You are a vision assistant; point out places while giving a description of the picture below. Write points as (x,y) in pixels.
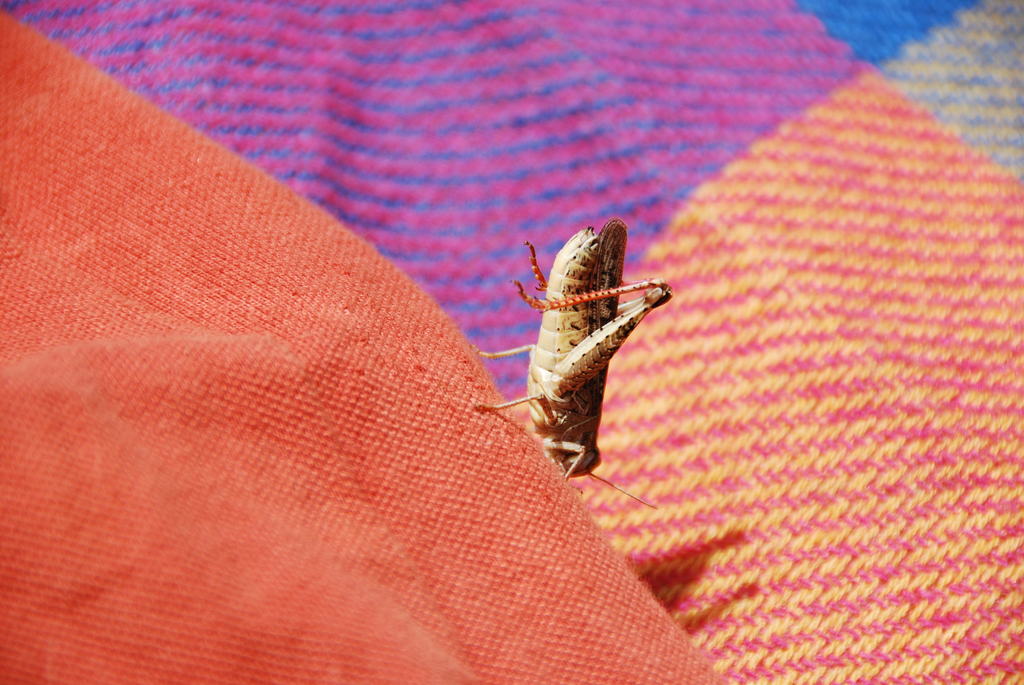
In the given picture, We can see a mat (454,95) and a Grasshopper (548,377).
